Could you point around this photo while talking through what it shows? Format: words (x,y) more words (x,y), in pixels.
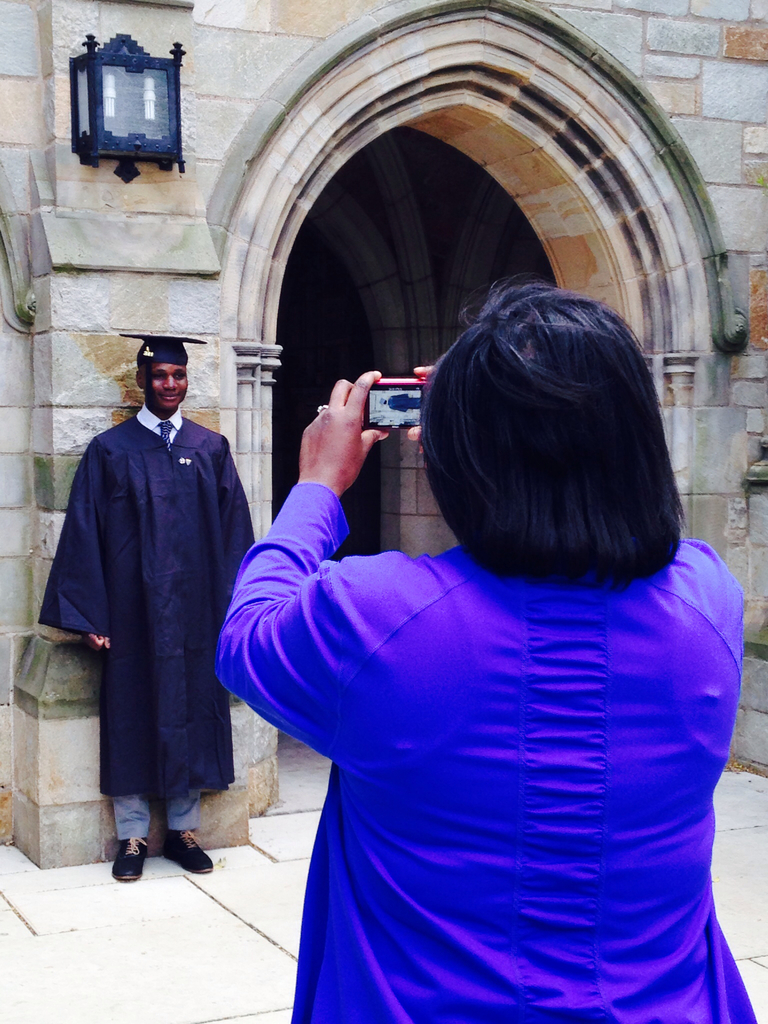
In this image we can see two persons (482,490), a lady (513,374) taking a picture with a camera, behind them there is a light (176,52), and the wall (735,267).
